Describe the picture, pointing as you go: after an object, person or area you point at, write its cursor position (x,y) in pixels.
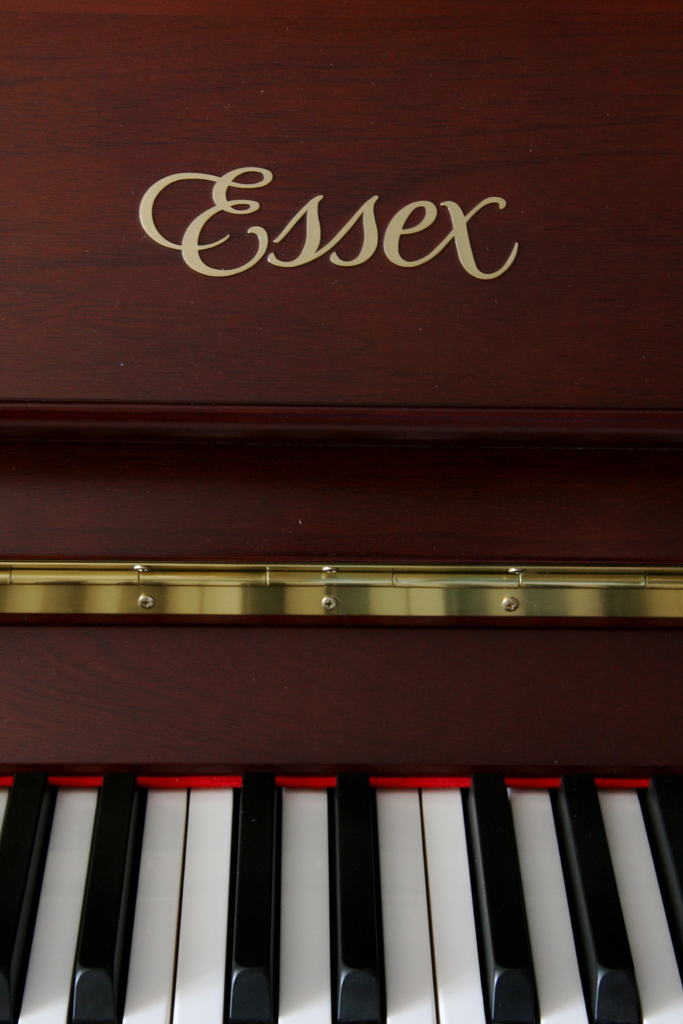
It's a piano (26,975) with white and black keys (370,792) and there is a text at here.
